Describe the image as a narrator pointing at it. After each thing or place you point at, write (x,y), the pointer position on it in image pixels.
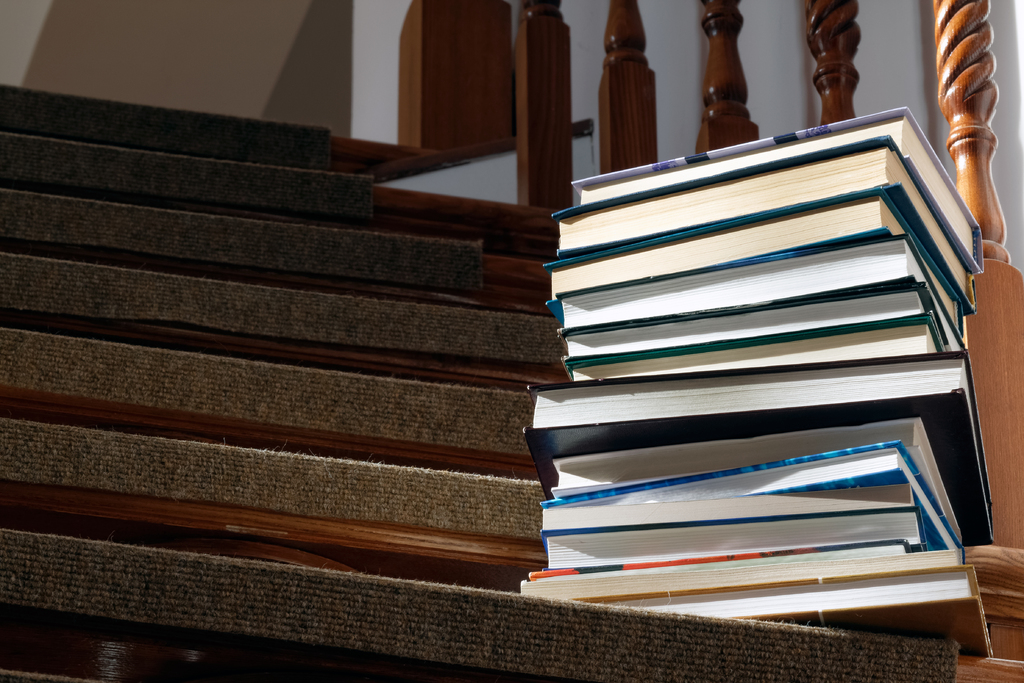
In this image I can see the books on the stairs (362,397). To the right (850,111) I can see the railing (832,97) and the wall (875,67).
